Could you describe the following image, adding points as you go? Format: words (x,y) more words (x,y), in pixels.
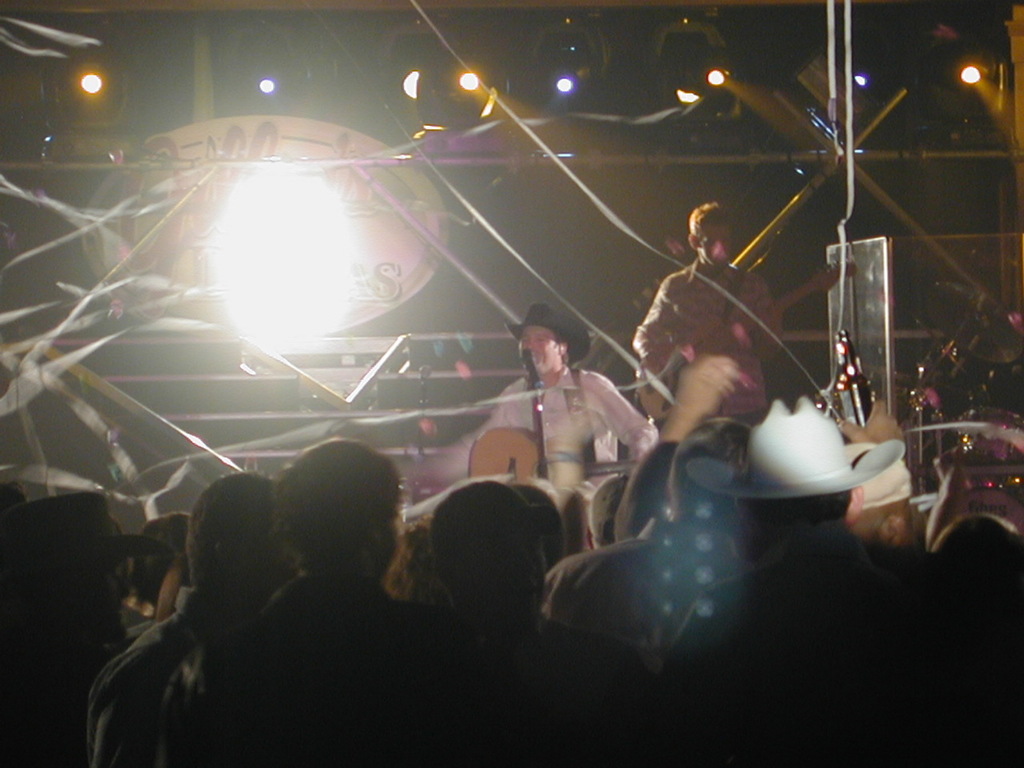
In this image, I can see a group of people (517,657) and there are two persons (594,387) holding the musical instruments (479,448). I can see the mics (532,376) with mike stands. In the background (305,290), there are focus lights (340,241), a board (216,161) and few other objects (914,244).
